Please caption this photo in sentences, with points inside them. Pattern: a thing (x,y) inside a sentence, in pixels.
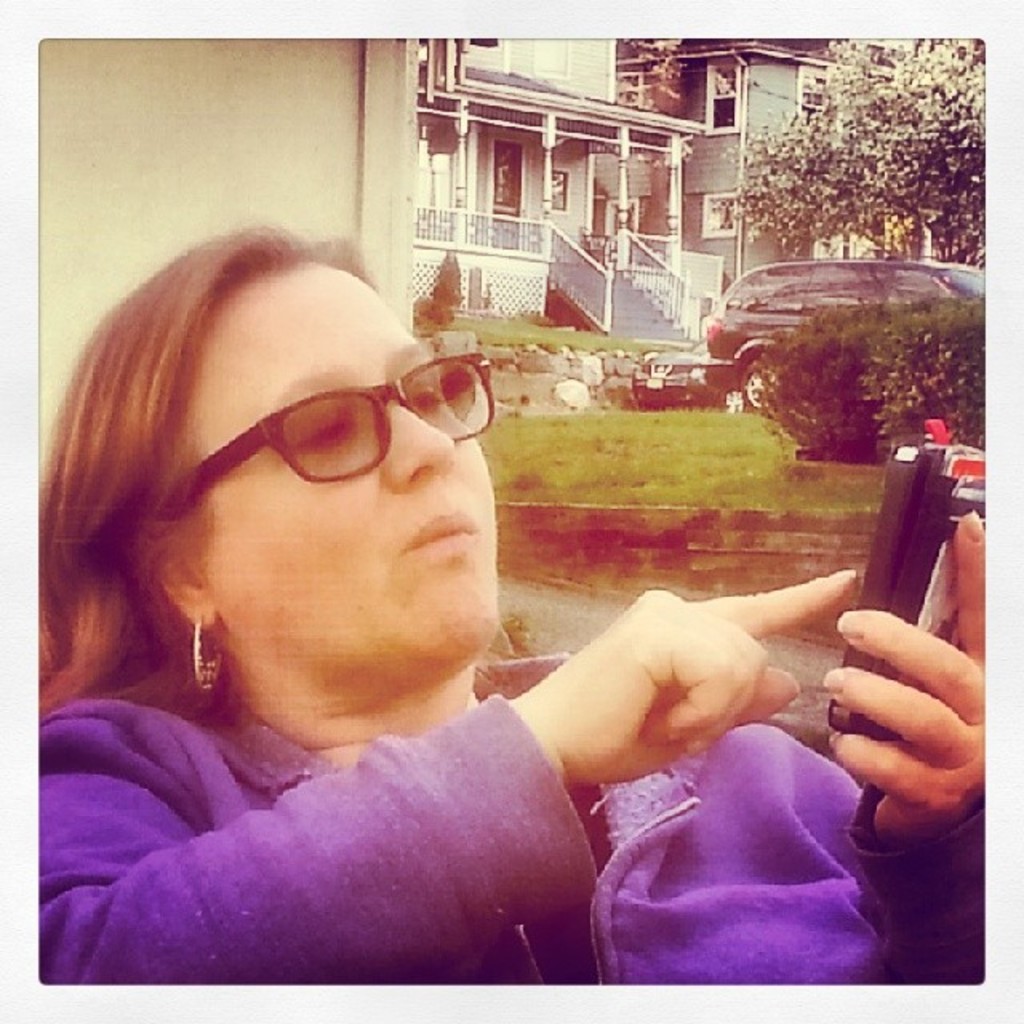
In the picture we can see a woman (435,676) sitting and holding a mobile (931,537) and checking with a finger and she is in a purple color hoodie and behind her we can see a wall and beside it we can see a grass surface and behind it we can see a car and some plants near it and behind it we can see a house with some steps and railing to it and beside the house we can see another house (862,250) and near it we can see a tree (759,180).
